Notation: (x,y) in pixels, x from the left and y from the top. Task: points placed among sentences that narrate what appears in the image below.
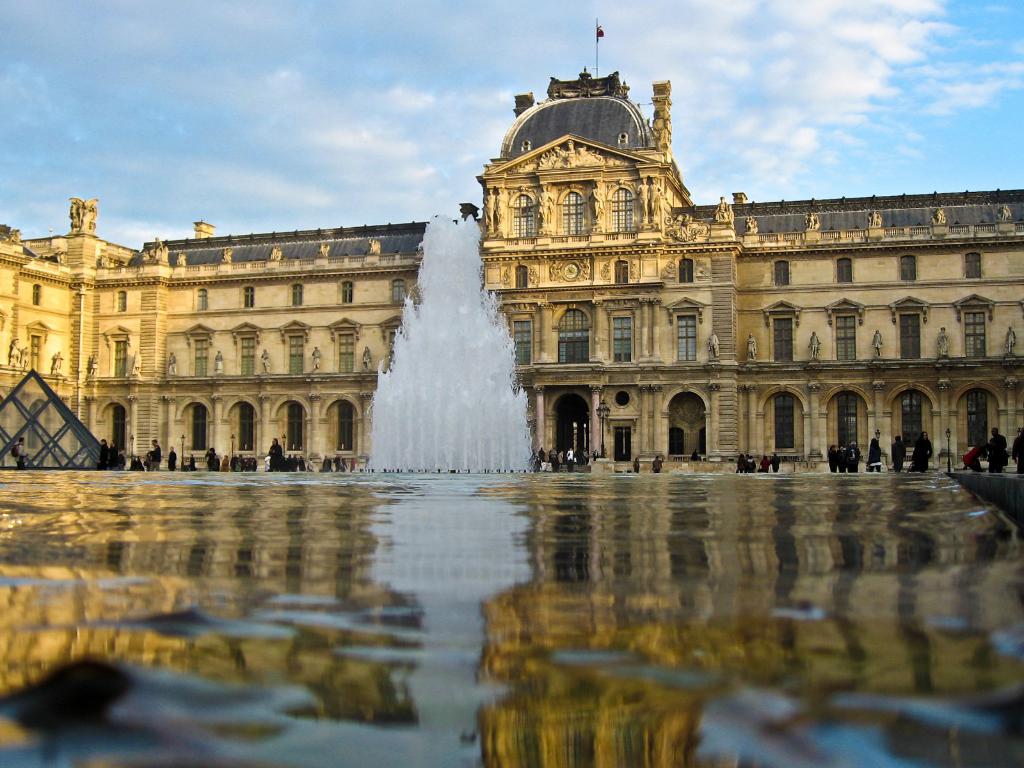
In this image we can see fountain (440,334), water (419,474), persons (876,446) standing on the road (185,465), poles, statues (266,356), building (396,283), flag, flag post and sky (457,82) in the background (789,79).
